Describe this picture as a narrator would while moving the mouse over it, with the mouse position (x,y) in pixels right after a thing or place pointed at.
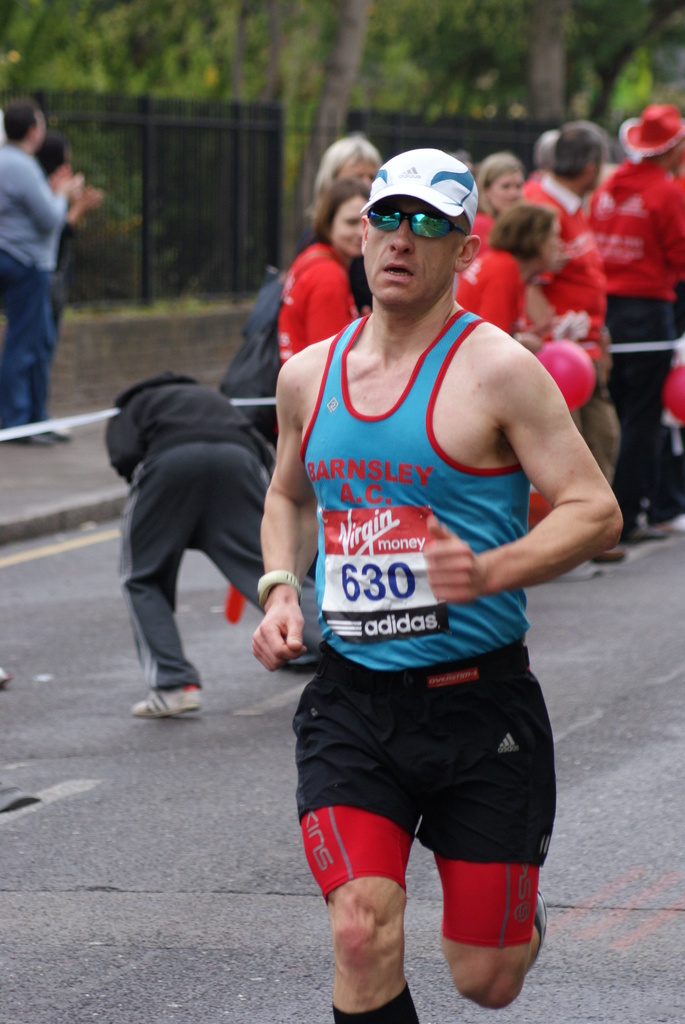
In this image I can see the person (349,752) running and the person (349,768) is wearing blue and black color dress (409,684). In the background (628,206) I can see group of people (647,455) standing and I can also see the railing (414,132) and few trees (390,60) in green color.
